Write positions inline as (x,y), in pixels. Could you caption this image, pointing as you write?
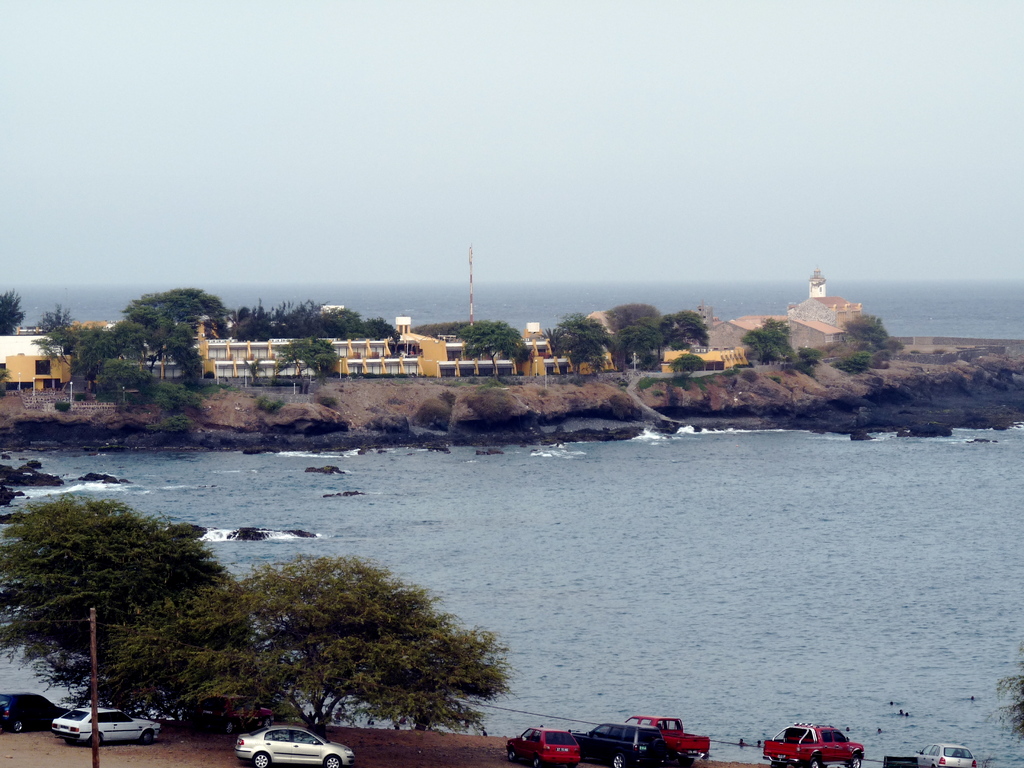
In this image I can see water (951,704), number of trees (83,629), number of buildings (539,332) and number of vehicles (17,707). I can also see a pole (95,747) over here.
